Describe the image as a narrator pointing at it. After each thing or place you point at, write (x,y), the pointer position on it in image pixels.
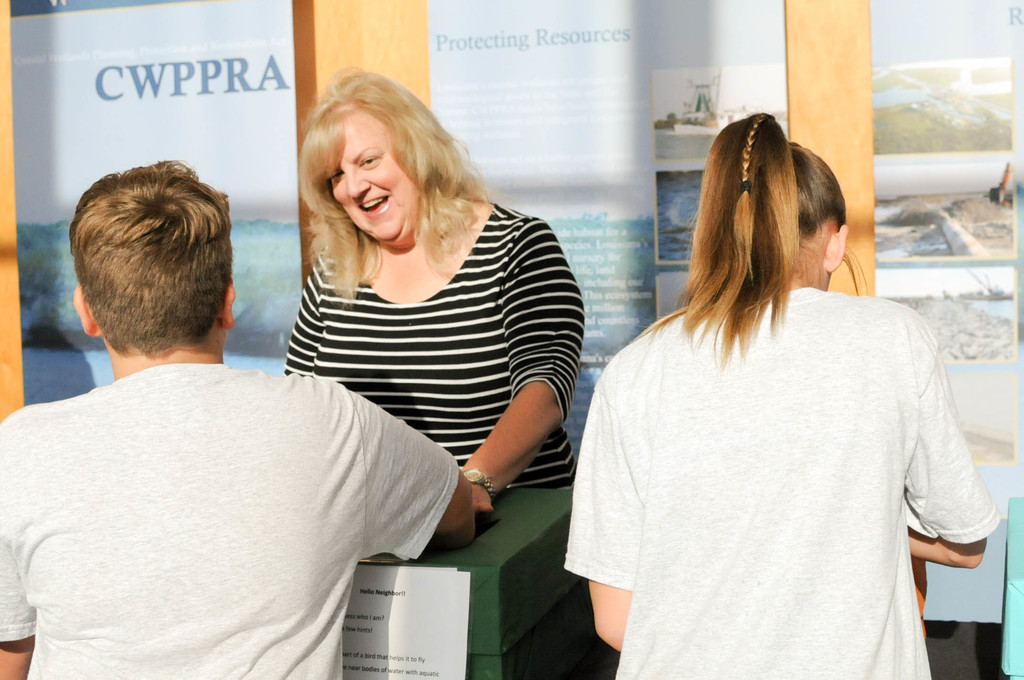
In this picture we can see three people (182,356) where a woman (474,462) wore a watch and smiling, paper (440,587) and some objects (505,511) and in the background (315,96) we can see posters (506,85) on the wall (859,72).
